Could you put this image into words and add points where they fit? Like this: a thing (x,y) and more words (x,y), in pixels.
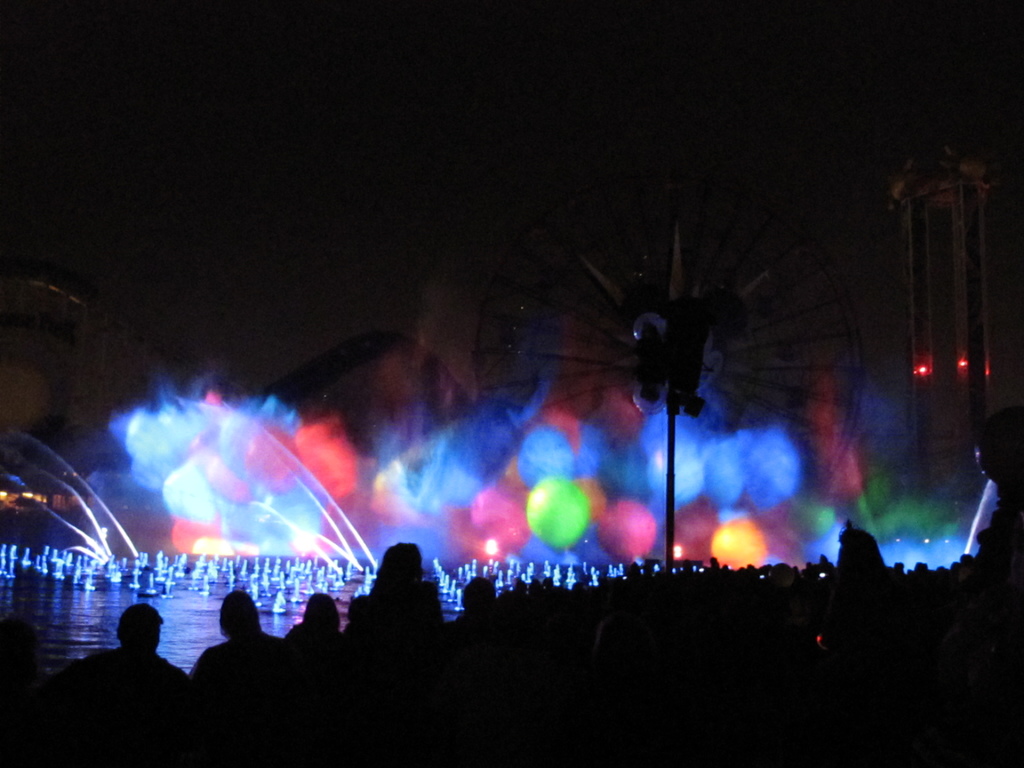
In this picture I can see number of people (573,671) in front (401,618) and I see that it is dark and I see the colorful background (407,478).
